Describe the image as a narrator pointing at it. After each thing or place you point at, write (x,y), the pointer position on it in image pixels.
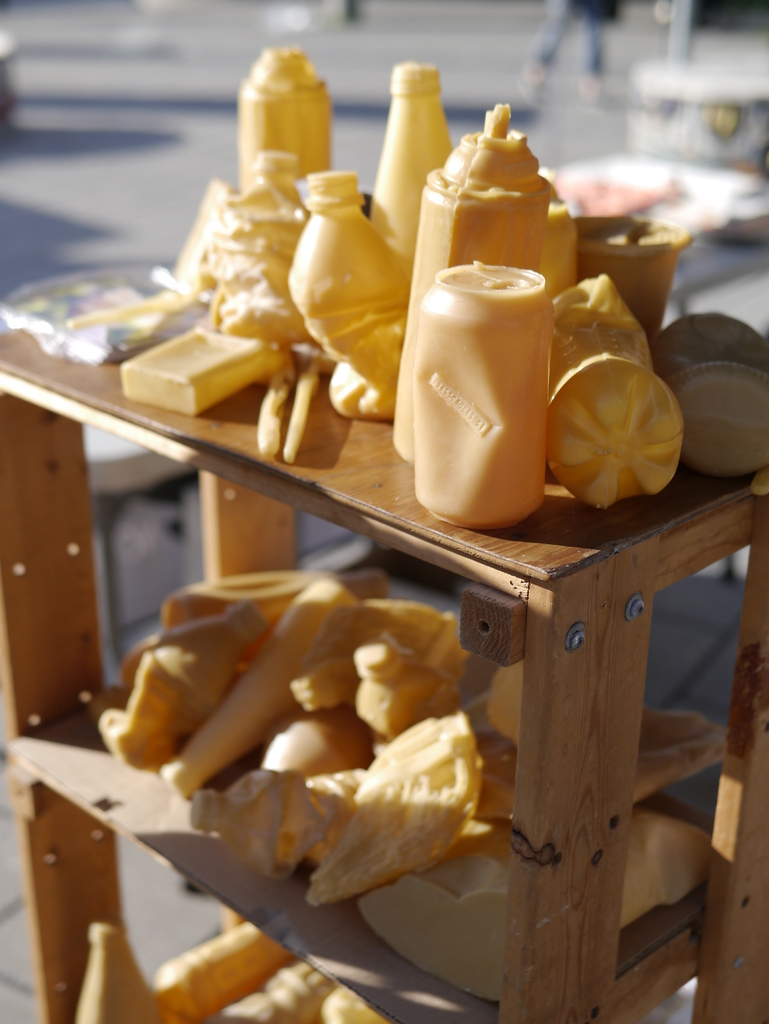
In this image, I can see the bottles (262,105), can (491,362) and few other things (338,782), which are made of wax (493,374). These objects (354,388) are placed on the wooden rack (286,485). The background (132,195) looks blurry.
